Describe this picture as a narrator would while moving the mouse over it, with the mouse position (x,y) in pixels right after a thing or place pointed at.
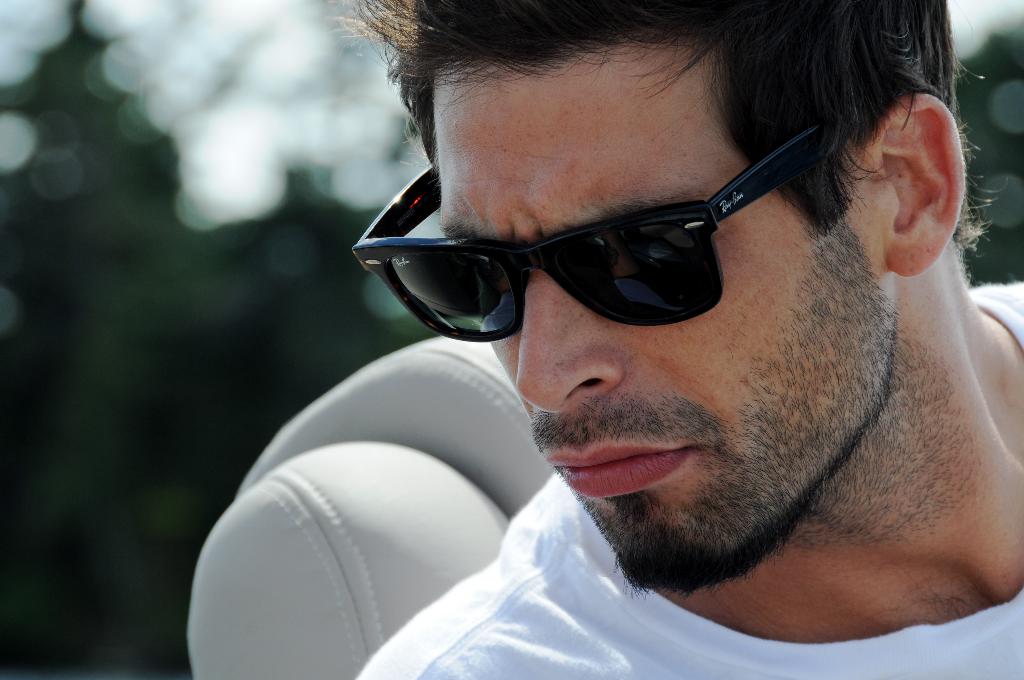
In this image there is a person (584,500), behind the person (605,518) there is a headrest (419,453) of a seat (375,486).
